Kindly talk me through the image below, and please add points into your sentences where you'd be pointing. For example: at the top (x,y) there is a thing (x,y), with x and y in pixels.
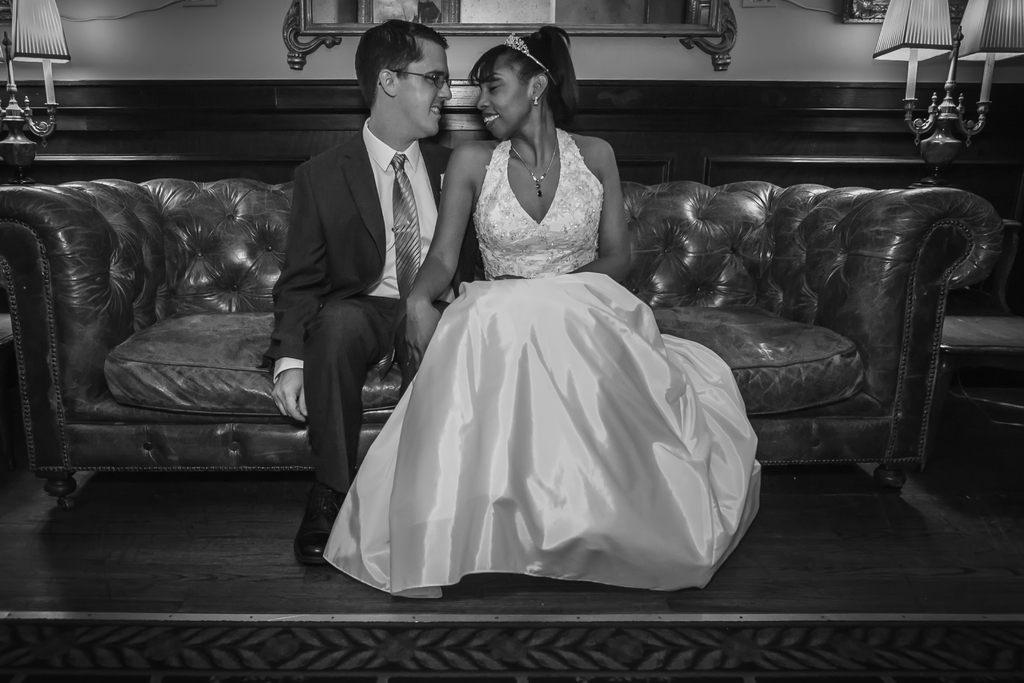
In this image I can see there are two people (315,404) sitting on the couch (698,218) and a man (424,96) wearing shoes (316,511) and glass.
